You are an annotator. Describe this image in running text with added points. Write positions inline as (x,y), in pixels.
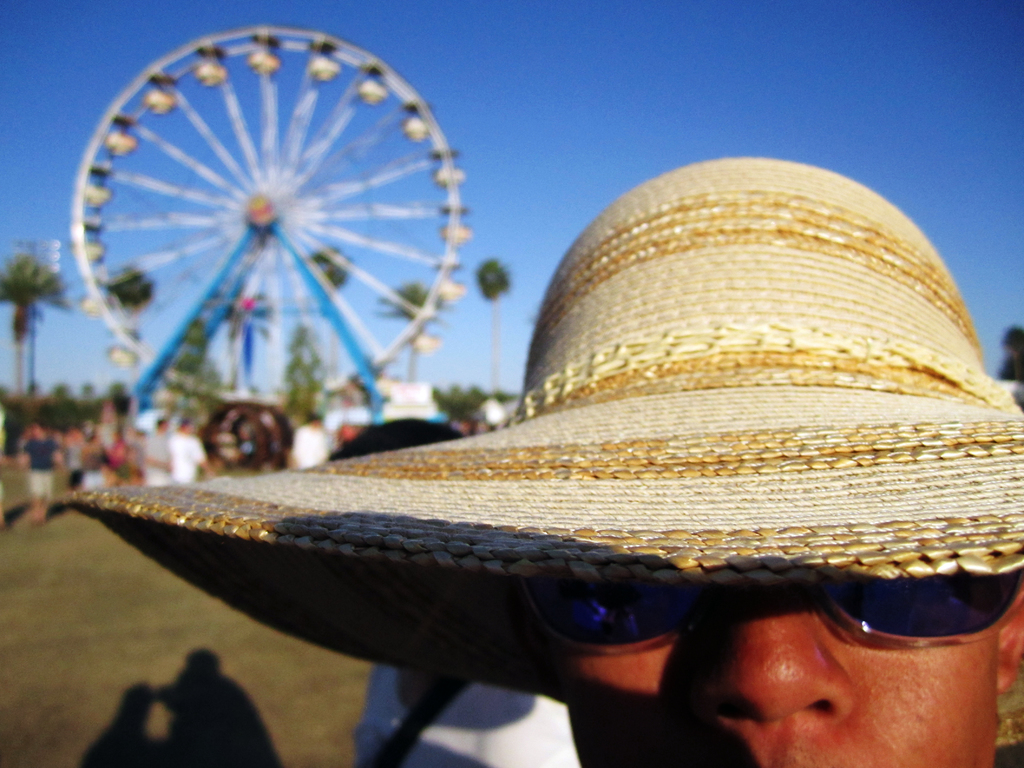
In the image on the right side (798,632) there is a man (688,618) with a hat (795,443) and spectacles (903,599). Behind him there is a giant wheel (159,369), trees (395,306) and few people (308,432). And there is a blur background (232,432). At the top of the image (397,6) there is sky (71,324).
